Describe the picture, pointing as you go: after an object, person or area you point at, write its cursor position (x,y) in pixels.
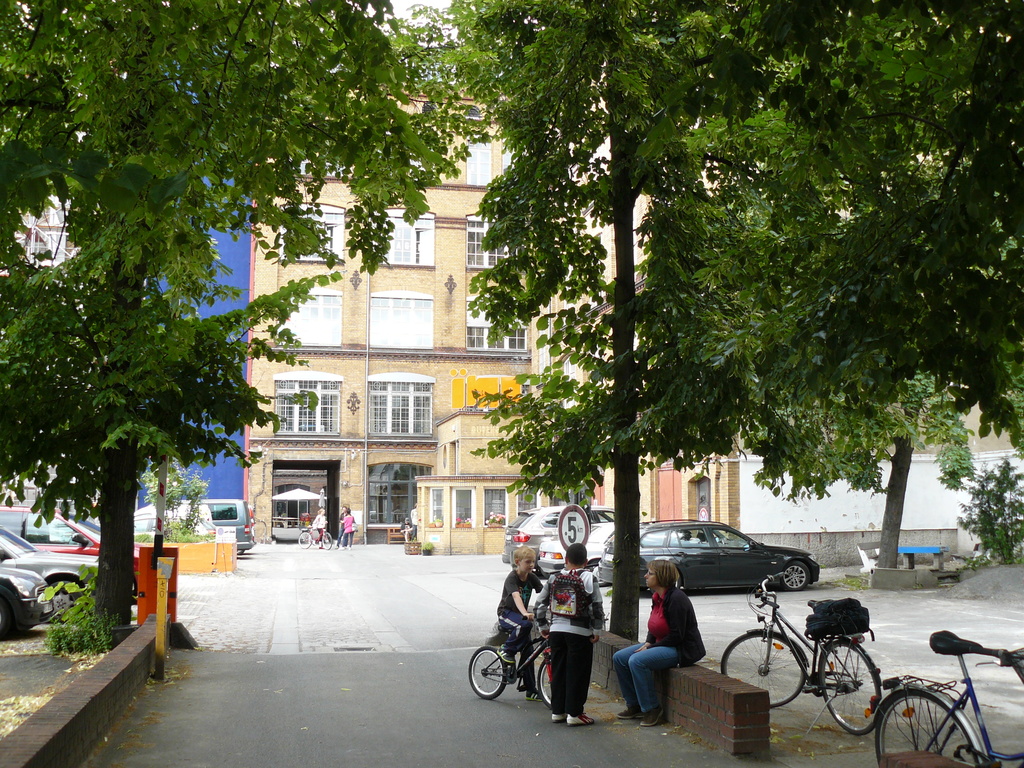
This is clicked in the street (478,760), there are few persons (571,689) standing and sitting on the wall (701,711) and a boy (516,644) on the bicycle (500,682), beside them are two bicycles (853,694), in the back (68,114) there are trees (535,475) with cars (61,590) of either side of it on the road (29,648) followed by trees (271,137).
